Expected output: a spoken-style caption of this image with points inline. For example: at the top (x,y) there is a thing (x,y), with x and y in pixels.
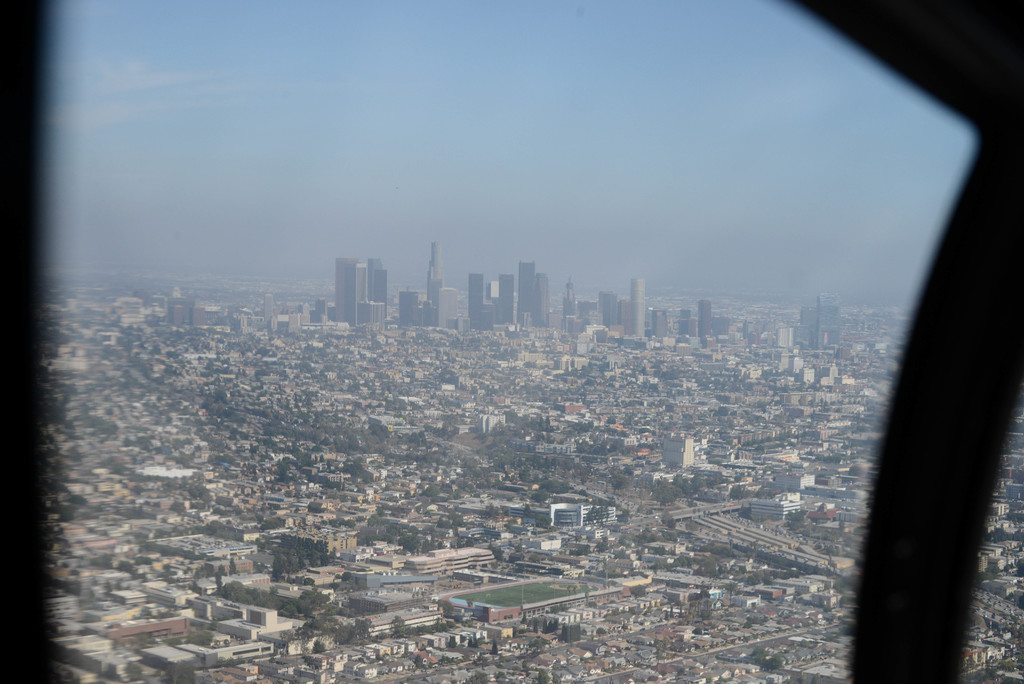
In this image we can see window (534,560). Through the window (534,560) we can see buildings (527,363). In the background (547,136) there is sky (490,188). Also there are trees (451,464).
